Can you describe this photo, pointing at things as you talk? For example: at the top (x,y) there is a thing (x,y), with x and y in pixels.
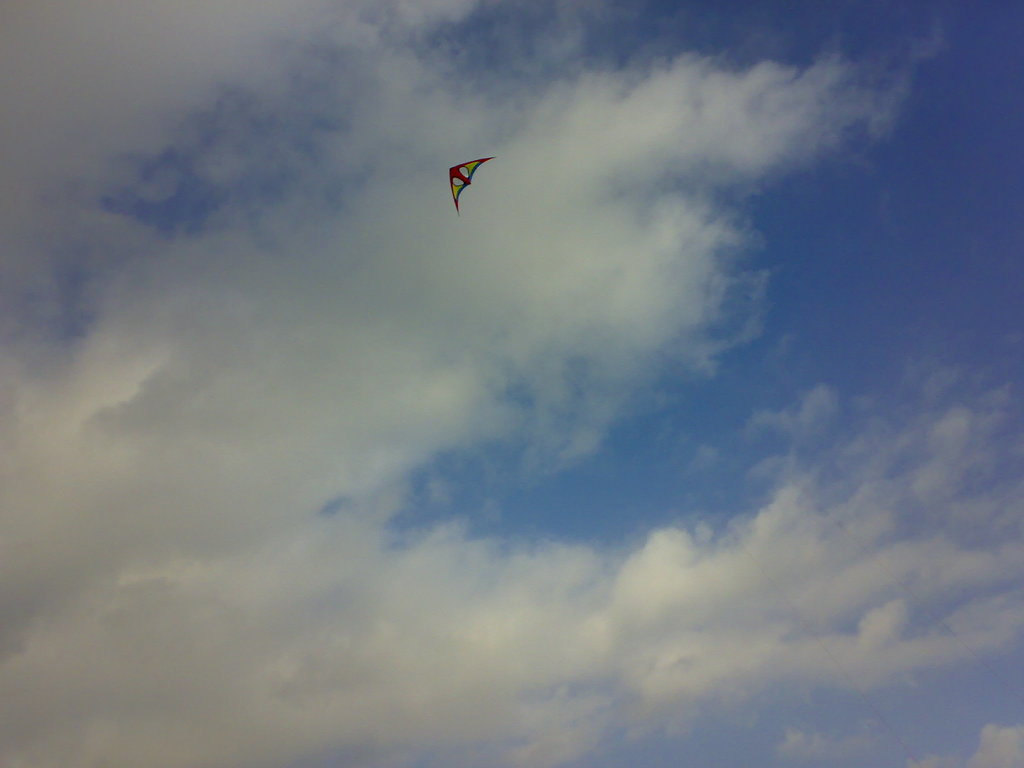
There is a kite (459,192). In the background (435,297) there is sky (517,411) with clouds (99,654).
